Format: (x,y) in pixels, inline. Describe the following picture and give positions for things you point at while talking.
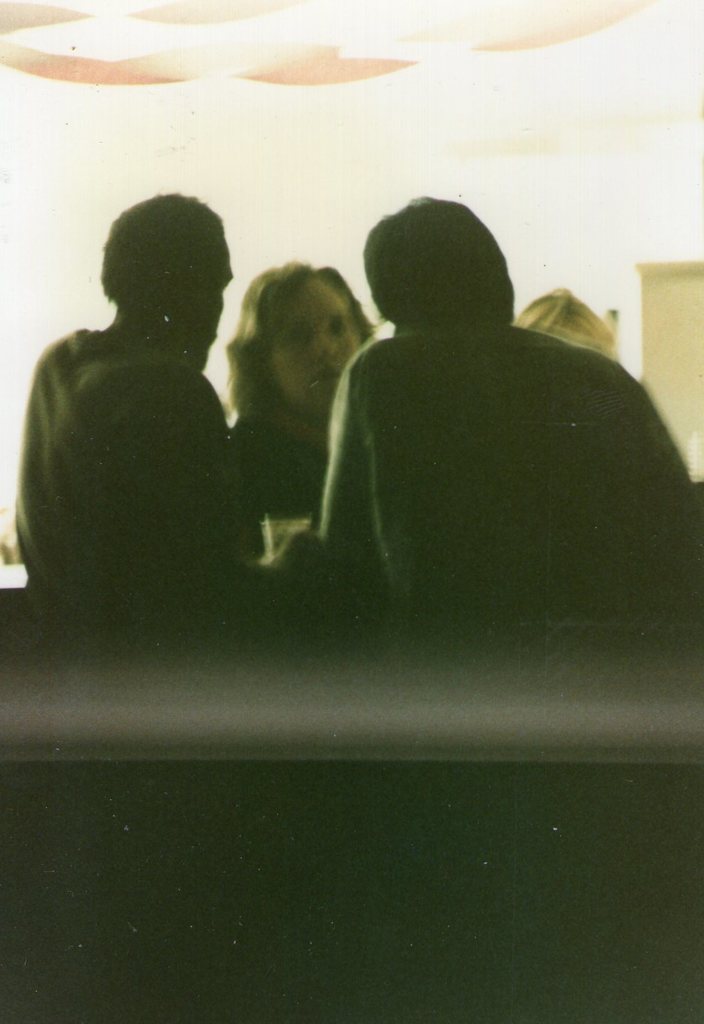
In the picture we can see some people (520,436) standing near the desk (1,654) and talking, in the background (275,164), we can see a wall (310,141) with a door (690,436) and to the ceiling (94,39) we can see a light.
